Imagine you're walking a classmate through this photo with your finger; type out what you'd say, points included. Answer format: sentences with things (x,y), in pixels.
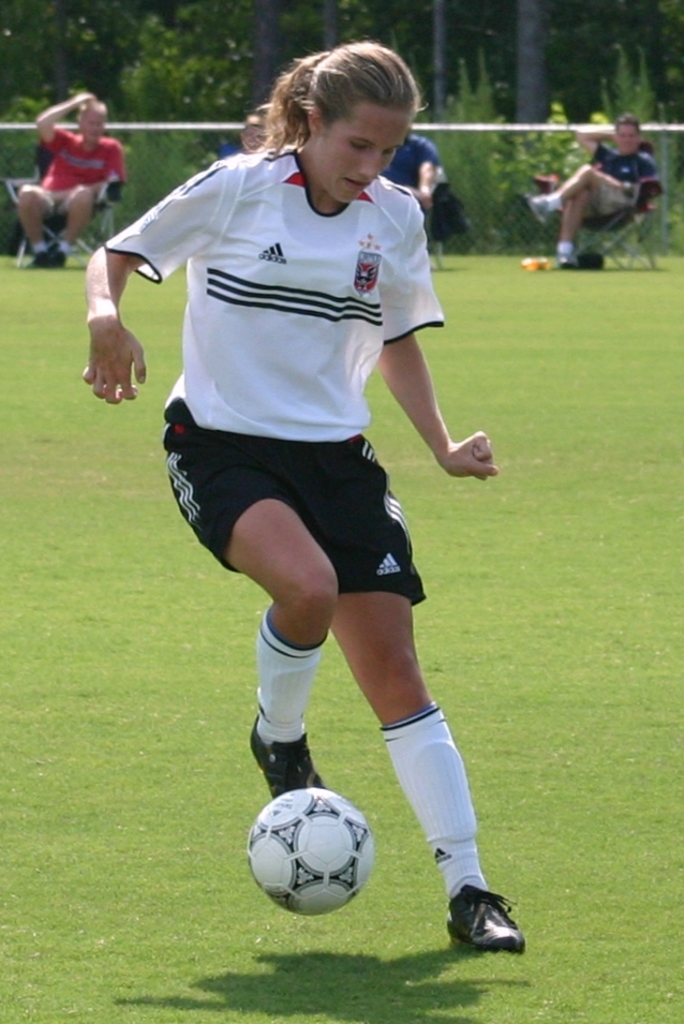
In this picture I can see in the middle (282,390) a woman (346,613) is playing the football (345,846), in the background (666,107) few persons (424,140) are sitting on the chairs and there are trees (211,103).
